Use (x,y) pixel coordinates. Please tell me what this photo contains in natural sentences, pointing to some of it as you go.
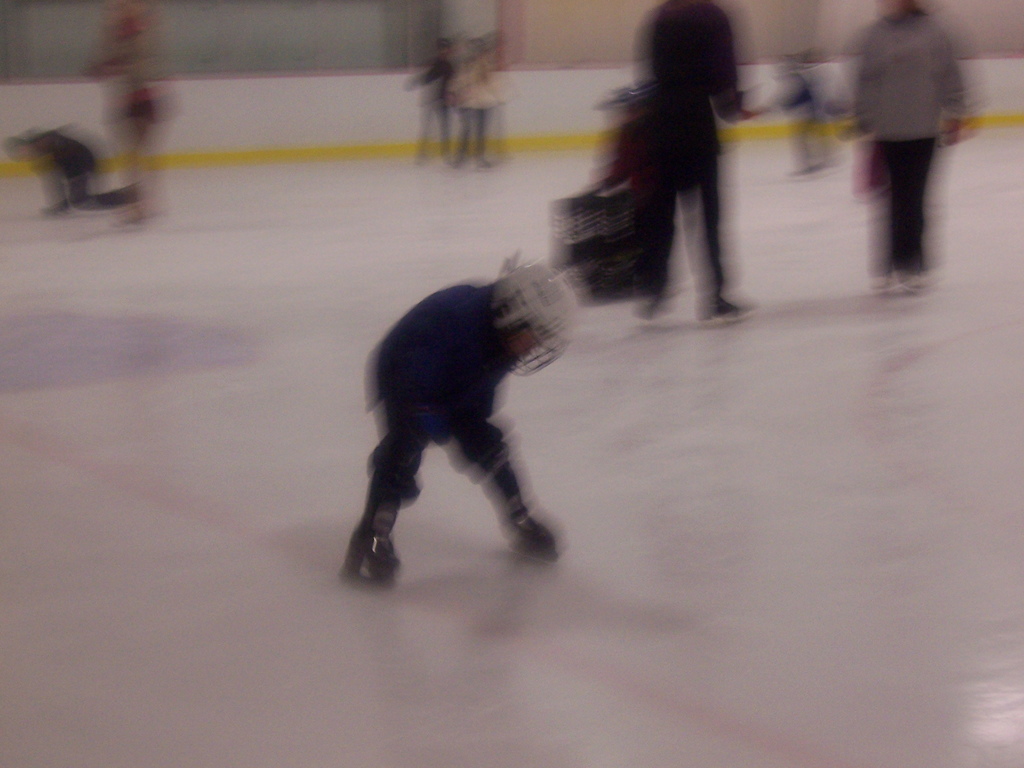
It is a blur picture some people (69,161) are skating on the ice floor (477,184).
